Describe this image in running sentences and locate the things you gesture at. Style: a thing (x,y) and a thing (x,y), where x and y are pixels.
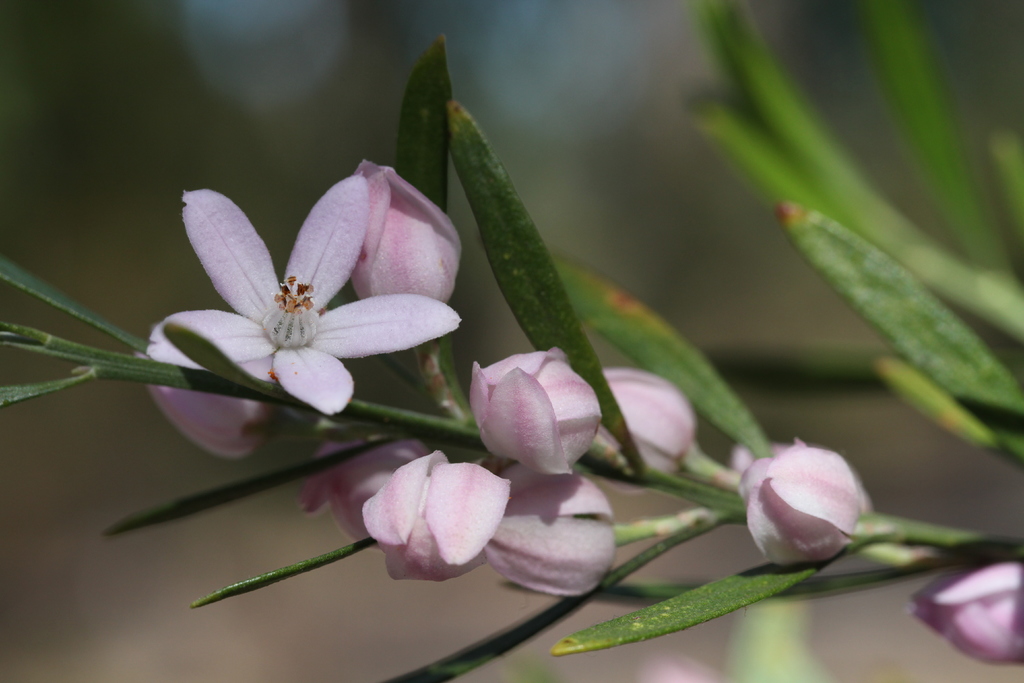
This image consists of flowers (283,367) to the plant (500,417). The leaves (556,315) are in green color. The background (186,641) is blurred.
